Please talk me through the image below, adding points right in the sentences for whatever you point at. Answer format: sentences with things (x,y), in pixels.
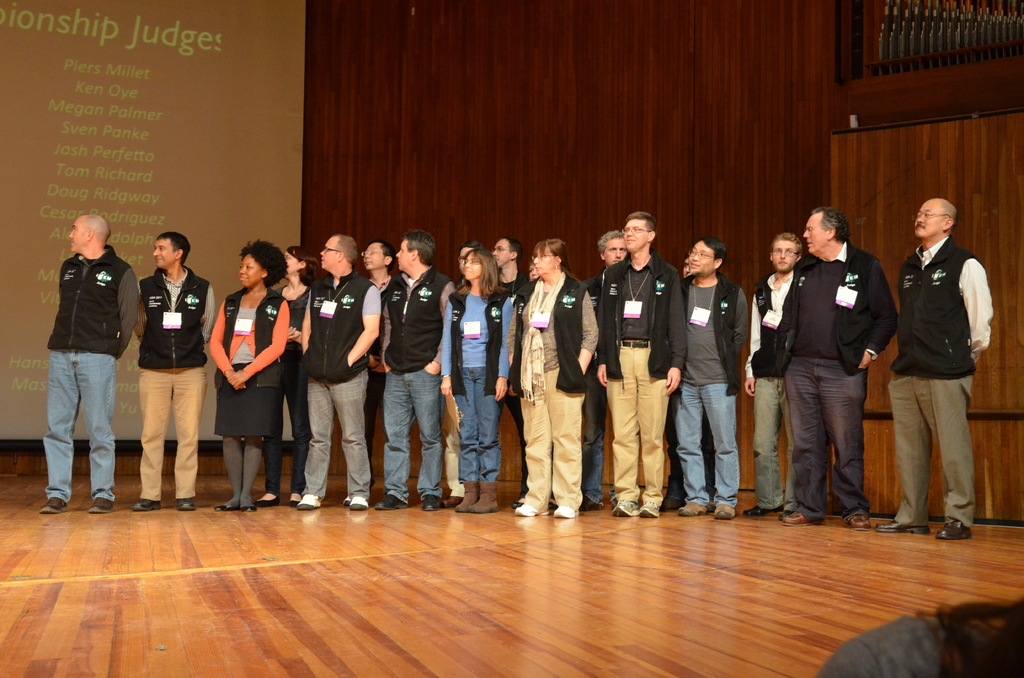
In this picture, we see many people (511,344) who are wearing ID card (693,310) are standing on the stage (121,526). Behind them, we see a brown color wall (544,172). On the left side (296,160), we see a brown color board (182,174) with some text (137,95) written on it. This picture might be clicked in the auditorium (689,588).
